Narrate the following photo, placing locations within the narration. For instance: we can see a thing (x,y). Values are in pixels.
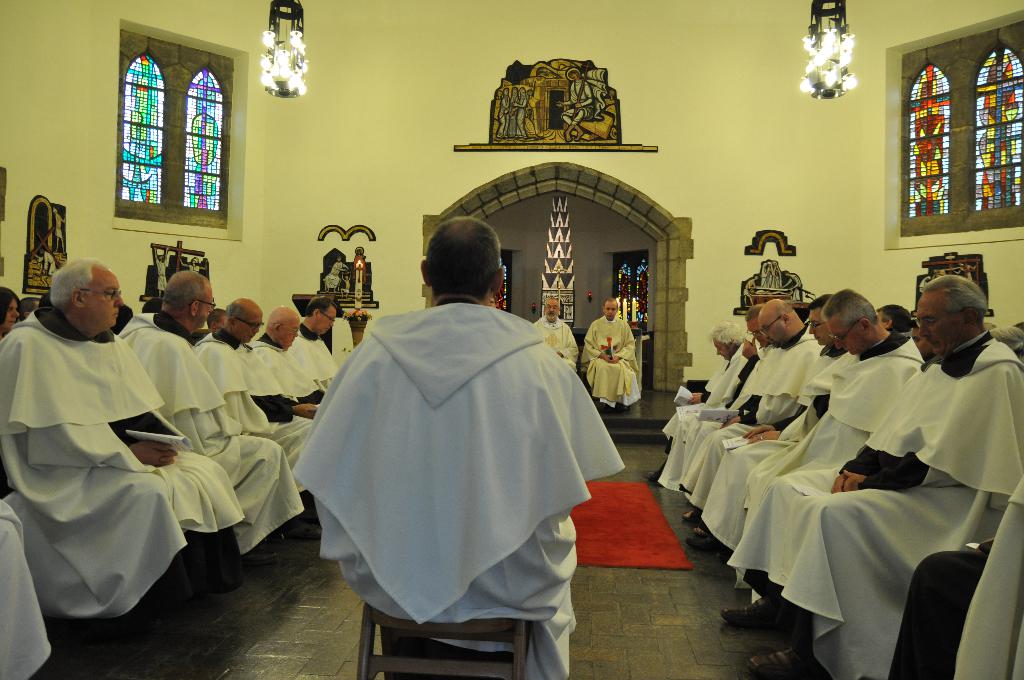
As we can see in the image, there are two lights (297,79), windows (954,142), yellow color wall (651,161). On the ground (623,478) there is a mat (621,557) and few people (465,525) sitting on chairs (363,637).
